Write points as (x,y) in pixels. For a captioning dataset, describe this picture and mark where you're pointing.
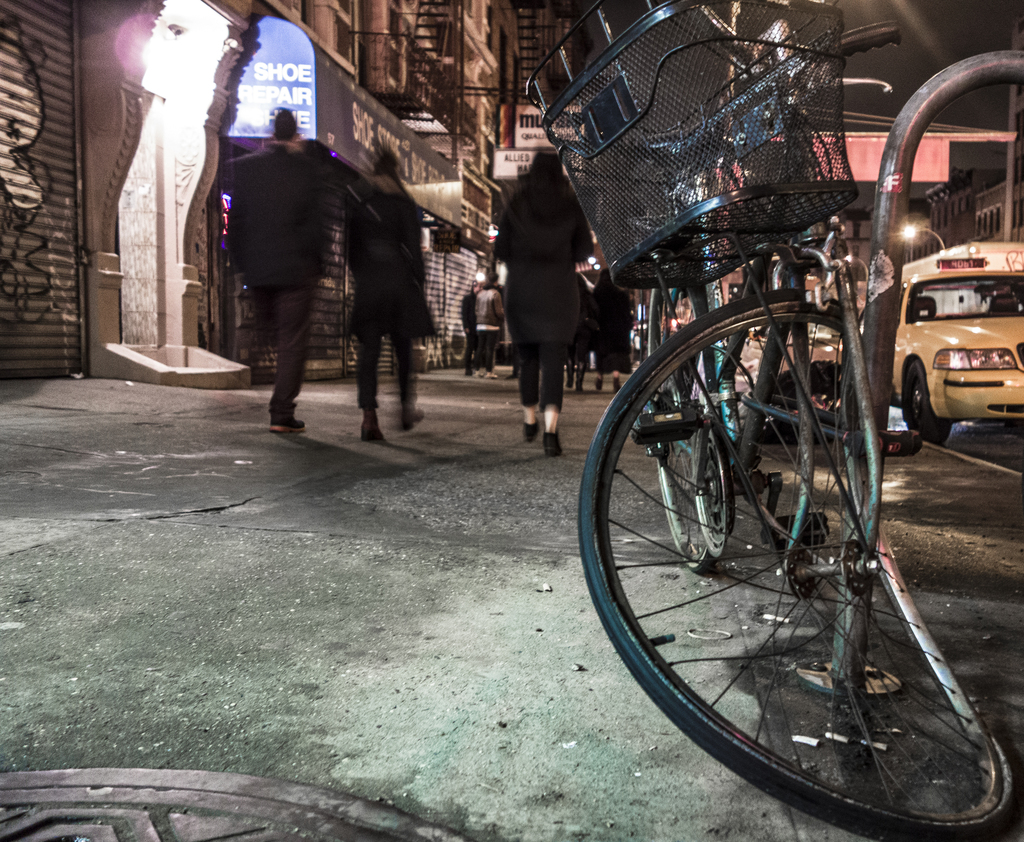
The picture is taken on the streets (698,752) of a city (523,640). In the foreground (768,288) there is a bicycle (768,224). In the center of the picture (526,386) there are people (427,326) walking down the road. In the background (438,89) there are buildings (84,131). On the right (952,368) there are cars (915,305), street light (915,229) and buildings (956,219).
